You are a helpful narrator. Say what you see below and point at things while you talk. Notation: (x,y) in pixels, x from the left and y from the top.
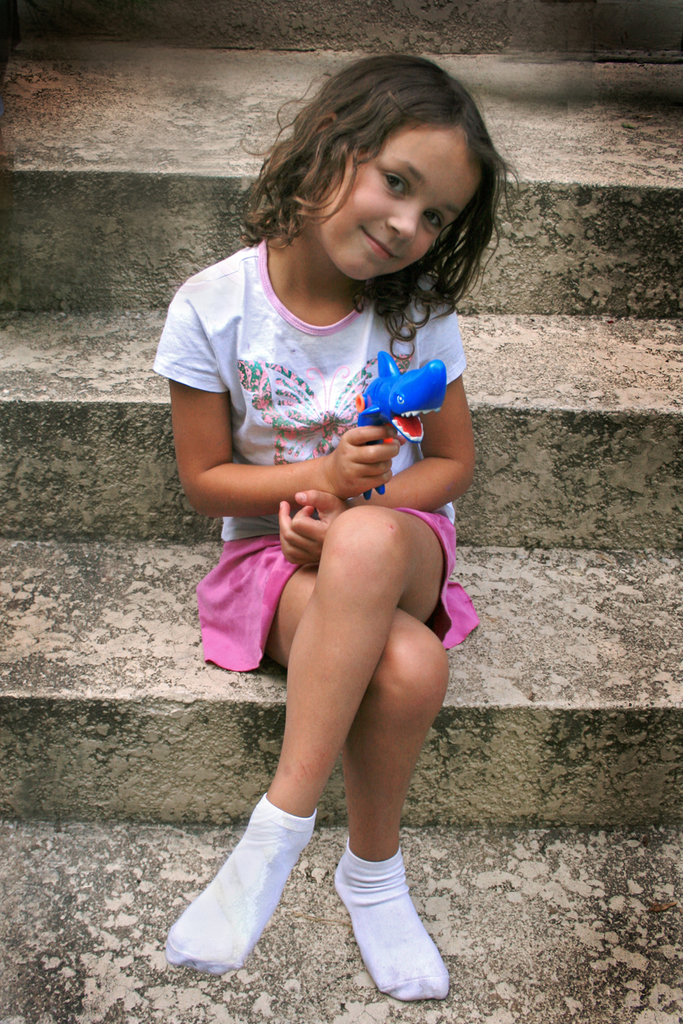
In this picture I can see there is a girl (175,358) sitting on the stairs (456,724) and the girl (378,655) is wearing a white shirt (241,524) and a pink skirt (273,604), she is holding a shark toy (392,385).
